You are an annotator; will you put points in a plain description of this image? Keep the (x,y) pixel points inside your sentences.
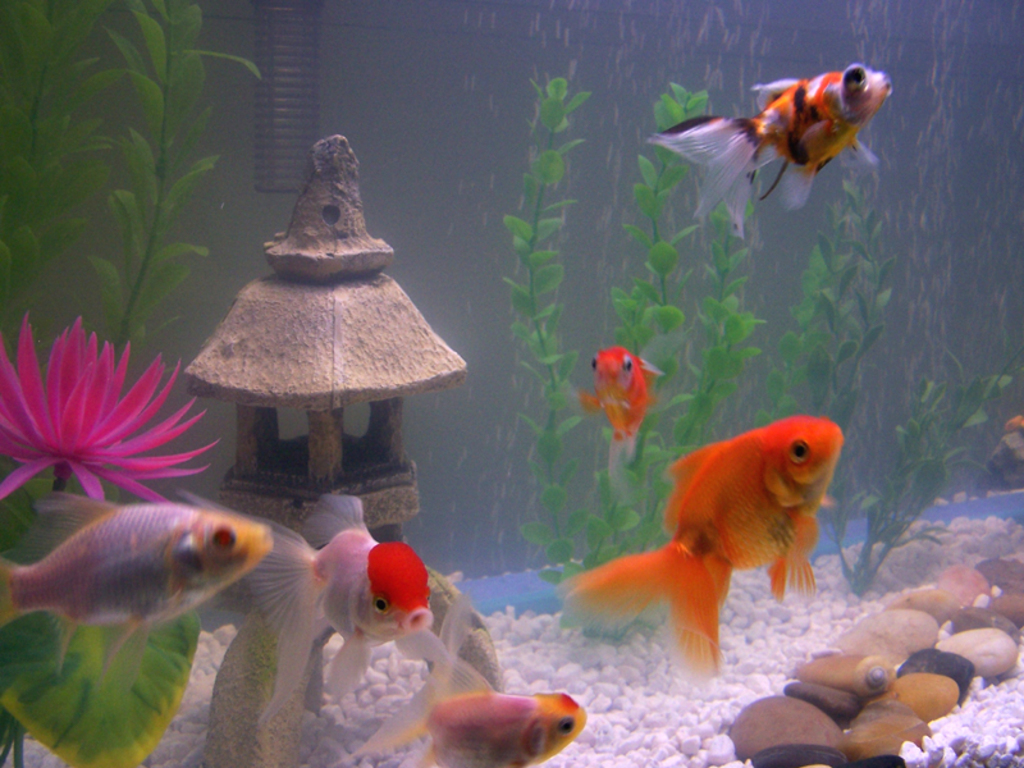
This is an aquarium (441,184) and here we can see fishes (585,396), pebbles (753,644), plants (544,360), a flower (133,428) and a small house (341,371).
